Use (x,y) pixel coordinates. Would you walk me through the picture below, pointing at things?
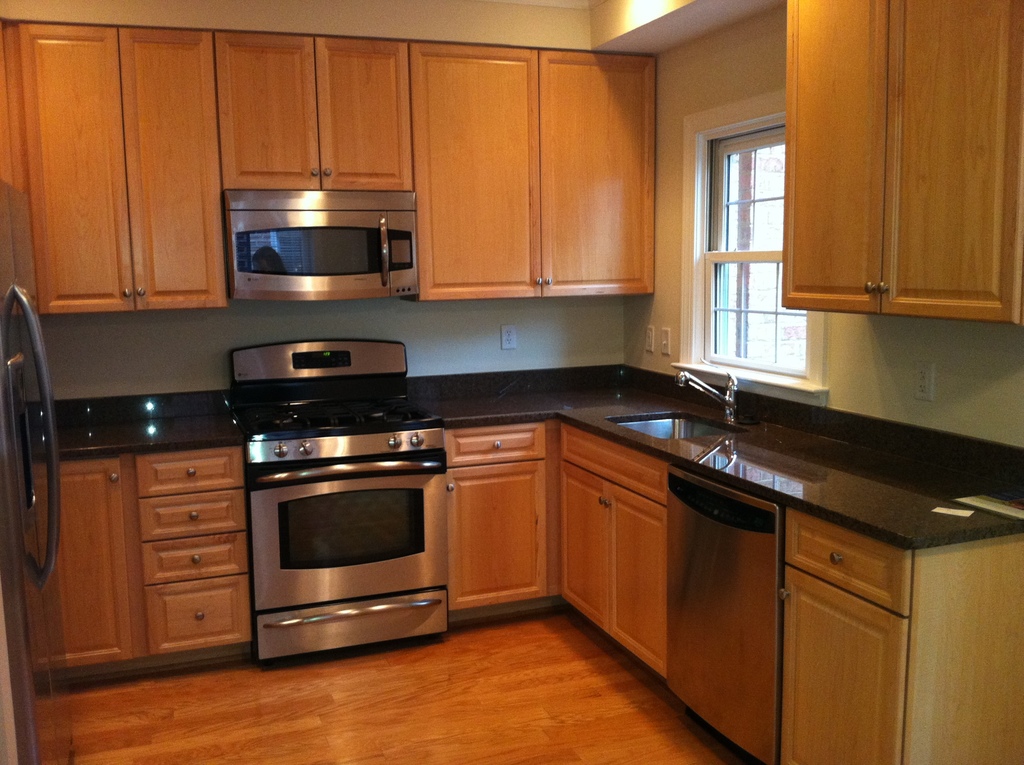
In this image I can see the tap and the sink (665,418). To the side I can see countertop (523,397) and the stove (291,433). To the left (27,390) I can see the refrigerator (40,388). To the right (736,198) I can see the window (742,210). I can see the cupboards (447,165) and the microwave oven (401,226) in the top (433,164).
